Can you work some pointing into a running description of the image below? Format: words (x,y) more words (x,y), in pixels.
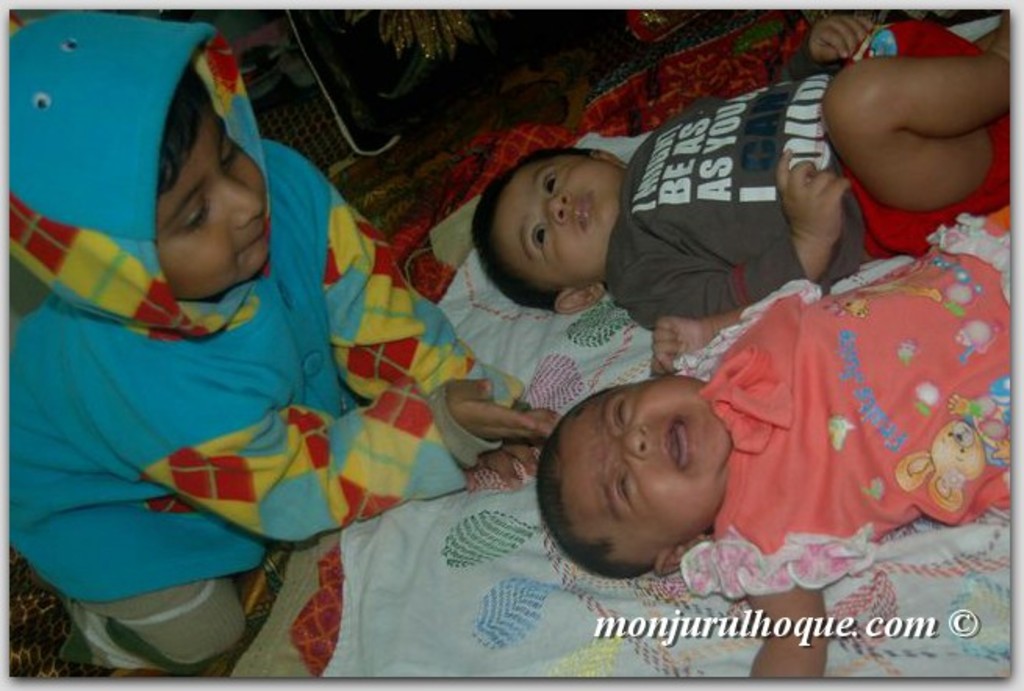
In this image in front (685,237) there are three children (906,287) on the bed (611,364). Behind them there are few objects (435,41) and there is some text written at the bottom of the image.
